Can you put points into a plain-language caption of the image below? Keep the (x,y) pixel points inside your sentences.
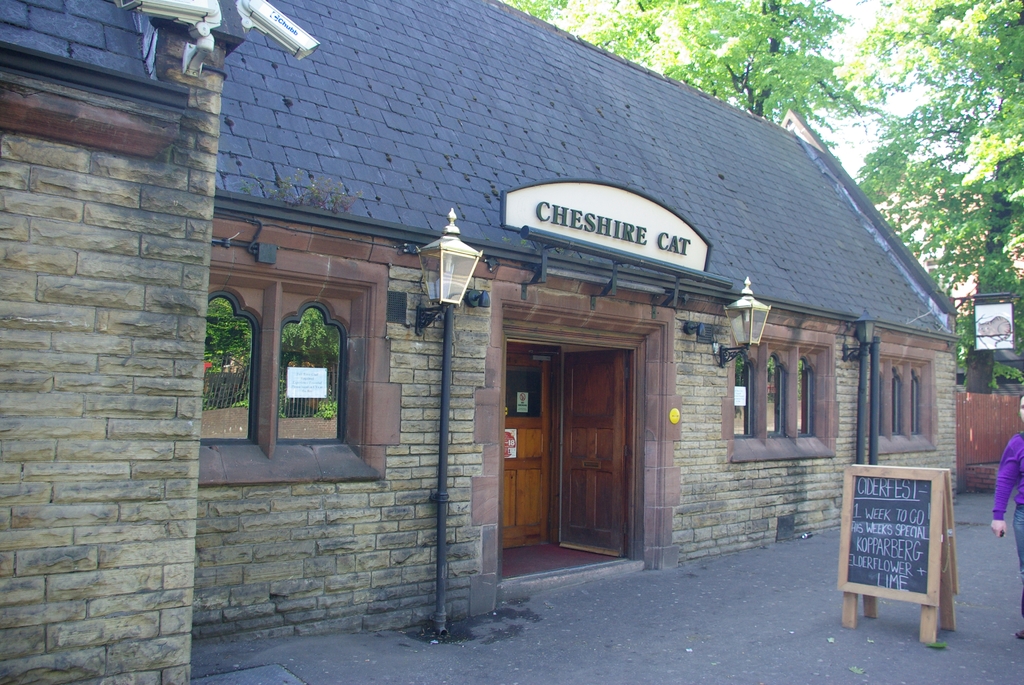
In this image we can see a house (333,240) with a roof (804,236), windows (336,407), street lamps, a signboard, CCTV cameras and a door (548,510). We can also see a paper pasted on a window (306,404), a board (867,566) on the road (869,643) with some text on it and a person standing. On the backside (946,211) we can see some trees (947,202) and a fence (971,417).
